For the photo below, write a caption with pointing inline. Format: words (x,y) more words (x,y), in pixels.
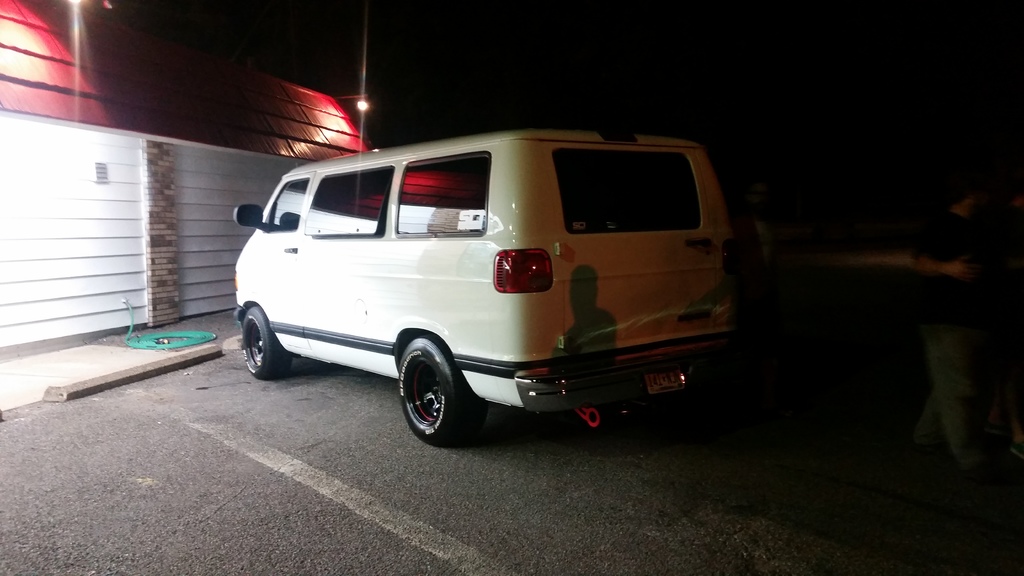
In this image, we can see a white vehicle (480,358) is parked on the road (524,525). On the right side (931,404), we can see few people (749,292). Left side of the image (158,255), we can see a house (183,236), wall (166,245), pipe (174,334), lights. Background (445,78) there is a dark view.
